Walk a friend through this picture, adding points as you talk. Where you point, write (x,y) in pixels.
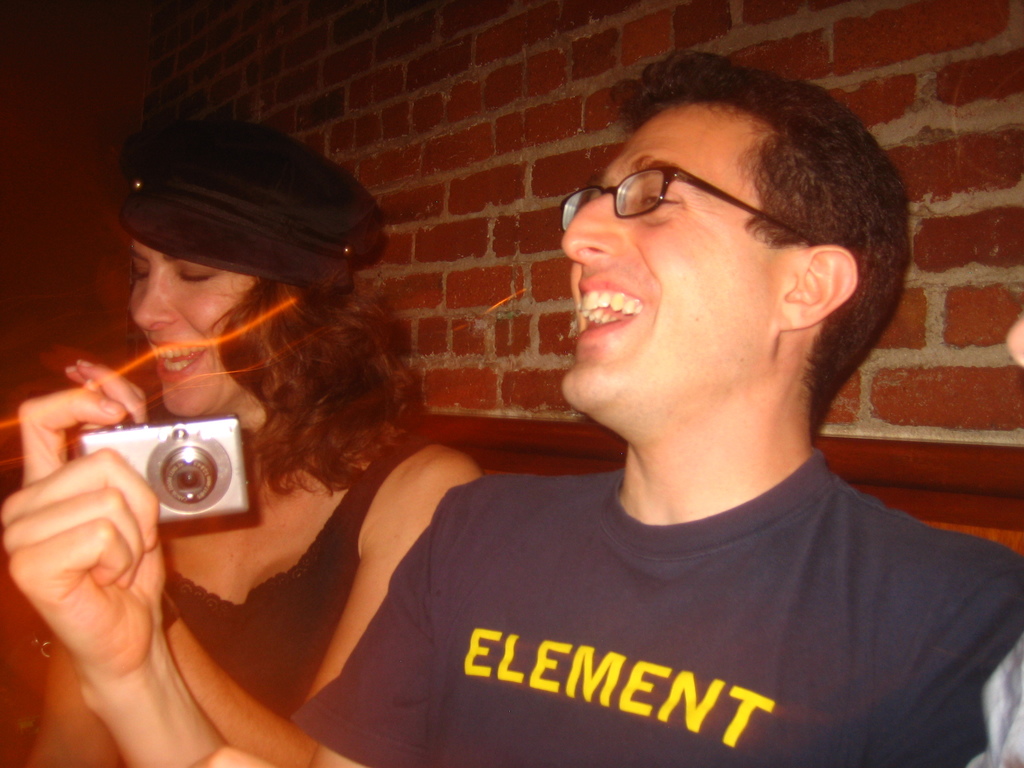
In this image i can see a man (636,286) and the woman (295,333) smiling, the man (605,353) is holding a camera (160,454), the woman (183,344) is having a cap (202,181) at the back ground (341,166) i can see a brick wall (399,193).
